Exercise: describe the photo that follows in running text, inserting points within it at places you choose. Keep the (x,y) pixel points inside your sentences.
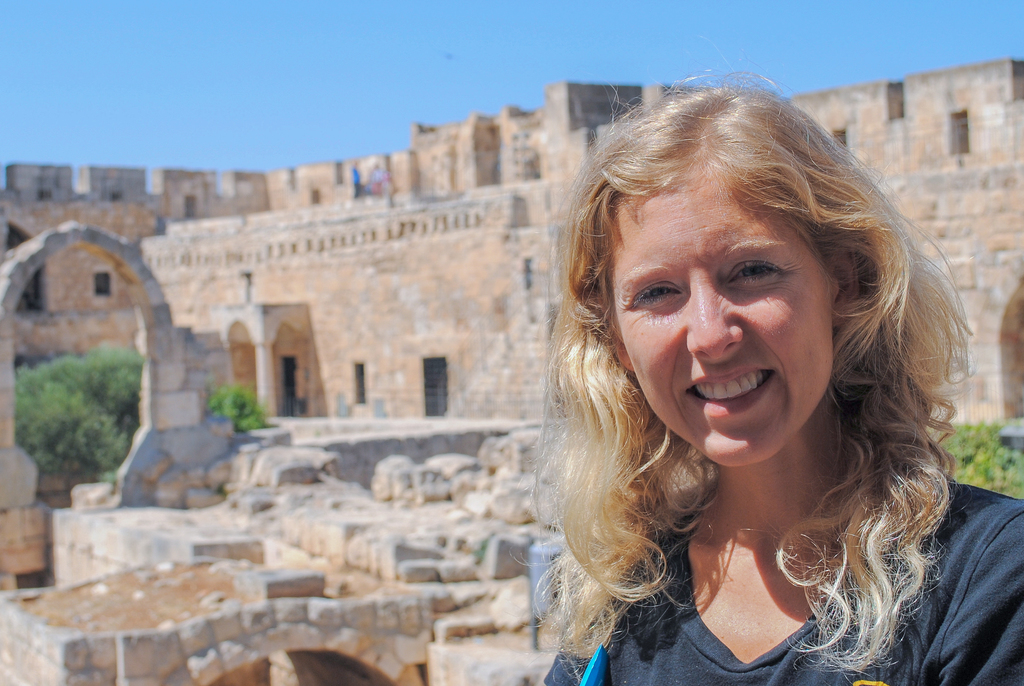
In the picture we can see a woman (726,405) standing and smiling and she is wearing a black T-shirt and with a golden hair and in the background (236,228), we can see a historical construction building (220,248) with some broken walls (195,391) and stones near it and behind it we can see a sky (393,66).
